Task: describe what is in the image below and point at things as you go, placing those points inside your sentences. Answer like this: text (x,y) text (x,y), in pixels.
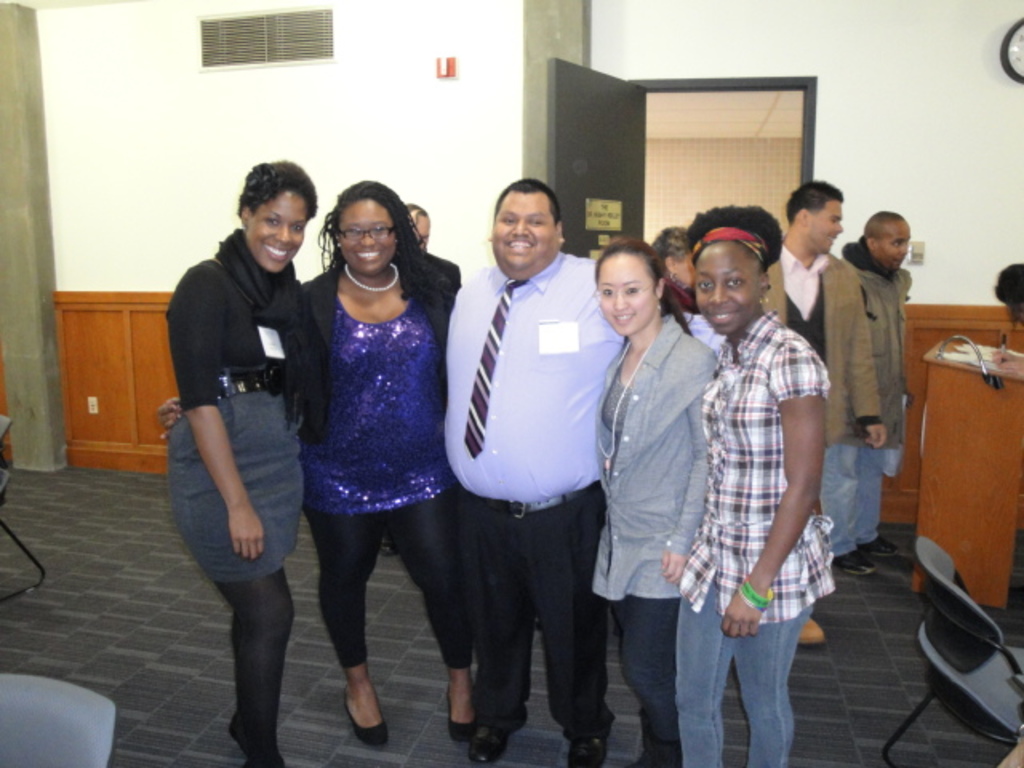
In the center of the image (458,373) we can see people (820,339) standing. On the right (957,587) there is a podium (946,524) and chairs (952,673). In the background (117,116) there is a wall (496,130) and a door (604,167).
